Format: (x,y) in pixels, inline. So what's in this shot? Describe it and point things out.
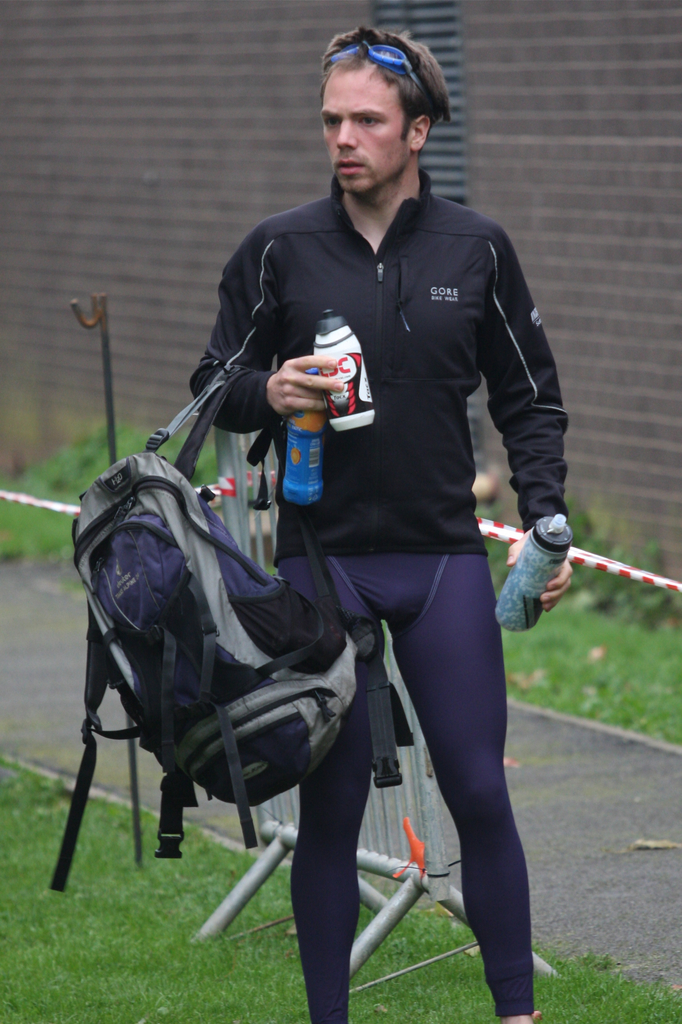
In this image, we can see a man (438,521) is standing. He hold a bag (328,666) and 2 bottles (310,473) on his right hand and one bottle (543,570) on his left hand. Behind him, we can see a barricade (408,792). there is a grass (109,962) on the floor (104,971). And we can see a background (623,340) a wall (617,455). And a rope (651,580) we can see here. And few plants (644,555) here.
